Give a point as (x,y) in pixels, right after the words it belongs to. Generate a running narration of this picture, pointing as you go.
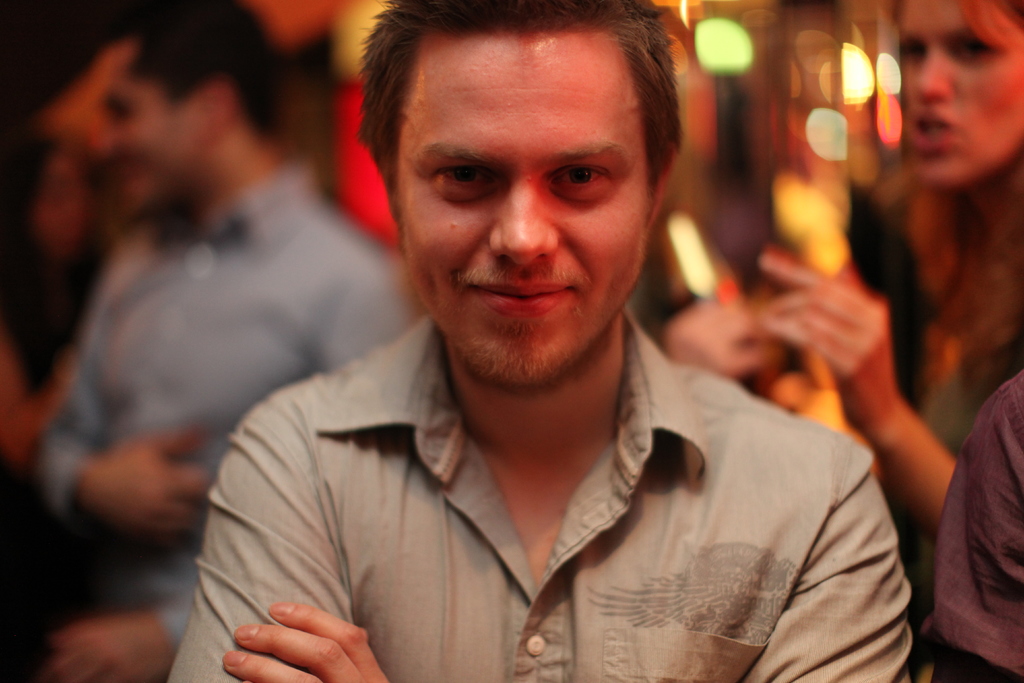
In front of the image there is a person (515,461) having a smile (554,292) on his face (504,233). Behind him there are a few other people (986,40) standing and the background of the image (778,8) is blur.
